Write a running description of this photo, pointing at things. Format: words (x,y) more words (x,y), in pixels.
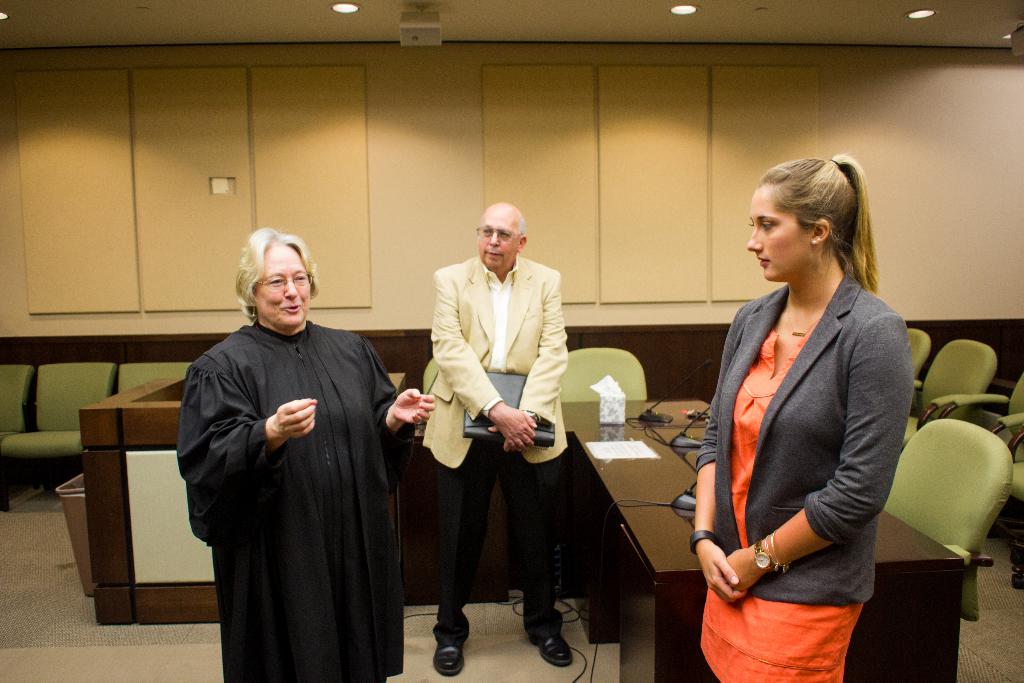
On the left side (273,369), there is a person (306,493) in a black color dress (296,465), standing and speaking. On the right side (868,500), there is a woman (873,500) in a gray color jacket (849,404), standing. In the background (993,400), there are chairs (978,381) and tables (592,505) arranged, there is a person (548,285) holding a file (472,423), standing and listening, there are lights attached to the roof (298,20) and there is a wall (417,171).
